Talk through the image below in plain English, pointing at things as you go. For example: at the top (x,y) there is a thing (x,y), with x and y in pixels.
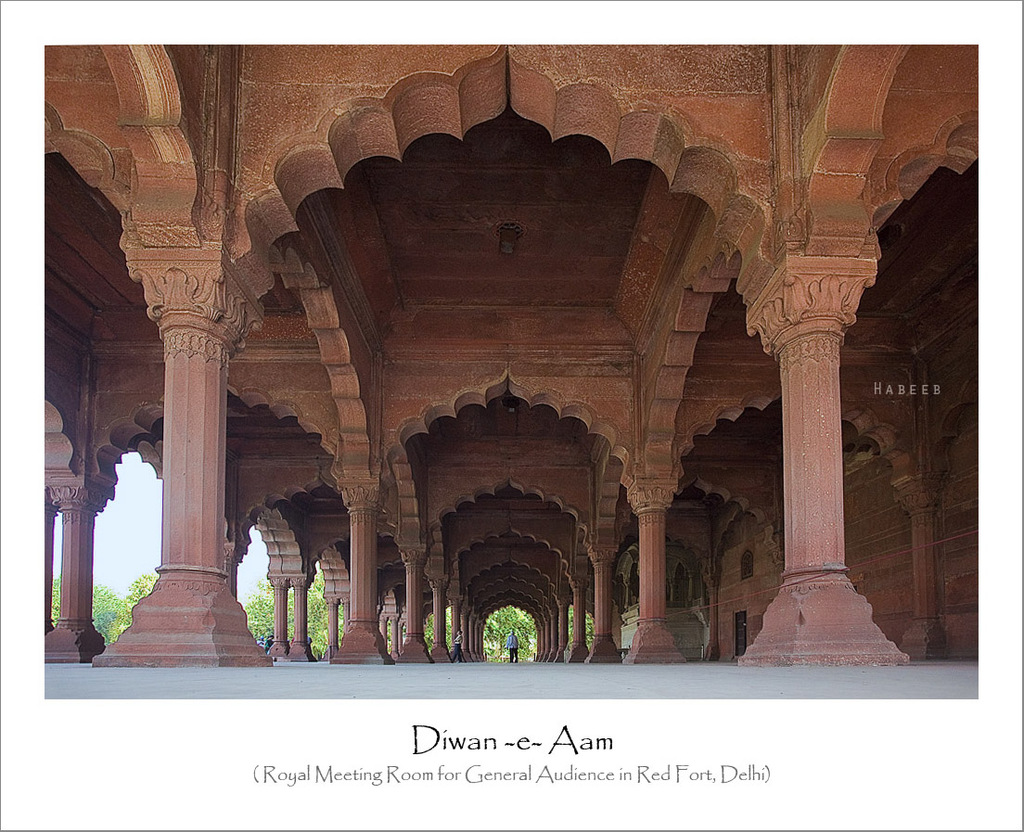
In this image, It looks like a poster (103,123). I think this is the inside view of red fort (574,419). Here is a person (515,657) standing. These are the pillars (645,547) and the arch's (845,231). This is the watermark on the image. I can see the letters (439,778) on the poster (415,750). These are the trees (248,610).
